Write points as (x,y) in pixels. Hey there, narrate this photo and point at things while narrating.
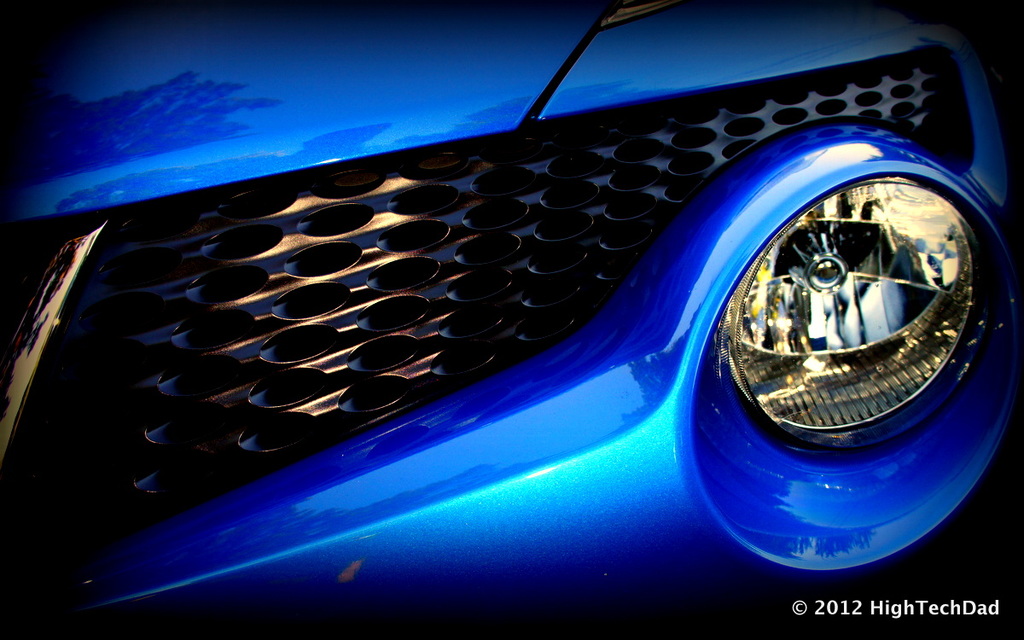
In this picture we can see grille (255,296) and headlight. In the bottom right side of the image (950,602) we can see text (880,615) and year (834,609).
